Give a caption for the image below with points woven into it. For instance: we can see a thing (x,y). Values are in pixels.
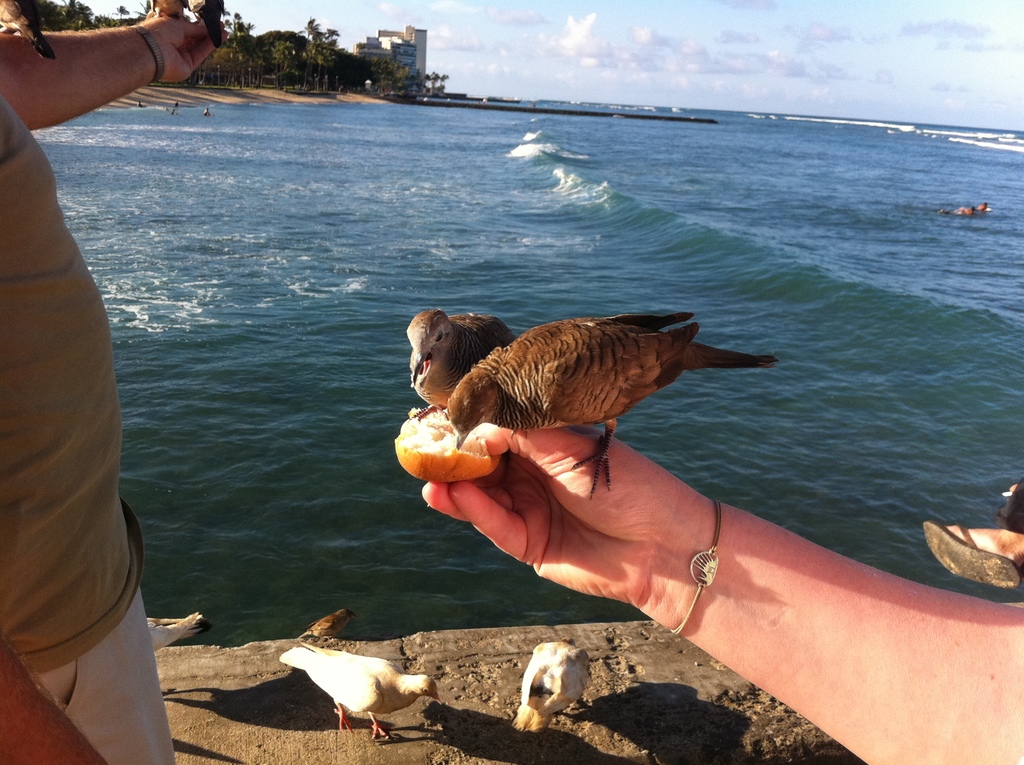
On the right side of the image (723,559) we can see a person hand (614,559) holding a bread (454,461) and there are two birds (540,389) on his hand (630,494). On the left (85,285) we can see a person (89,528). At the bottom (374,688) there are birds (181,627). In the background (235,241) there is a sea (395,165), trees (247,47), buildings (399,63) and sky (630,71).
